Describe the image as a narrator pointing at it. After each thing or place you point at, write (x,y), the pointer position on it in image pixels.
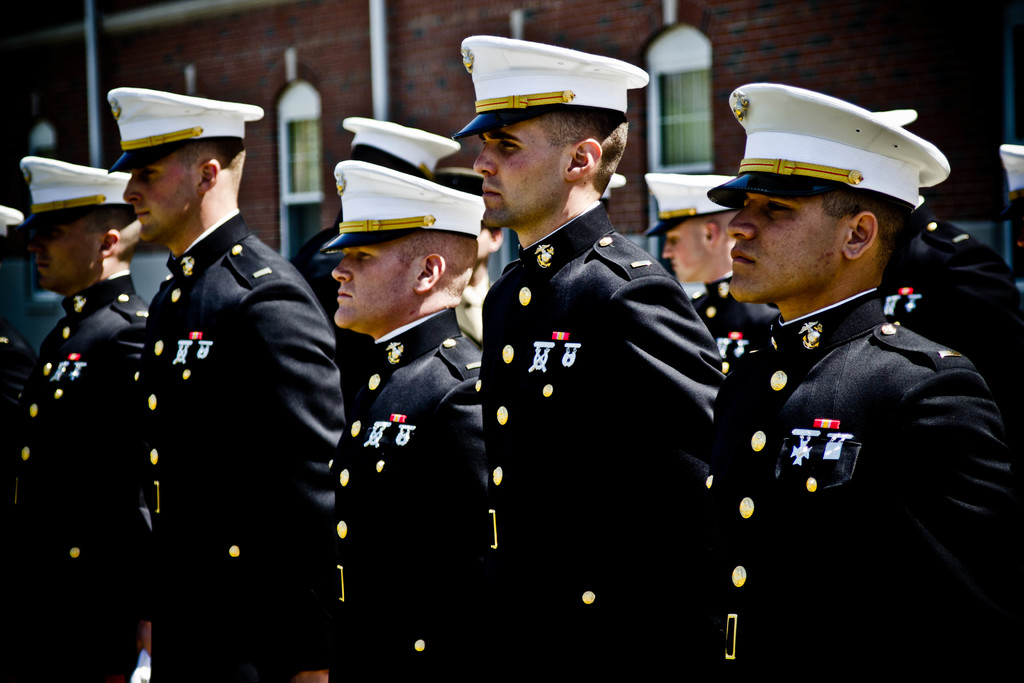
In this picture we can see some people (897,368) are standing, they wore caps (411,141), in the background (109,154) there is a building (334,46), we can see windows (302,128) of the building (676,110).
